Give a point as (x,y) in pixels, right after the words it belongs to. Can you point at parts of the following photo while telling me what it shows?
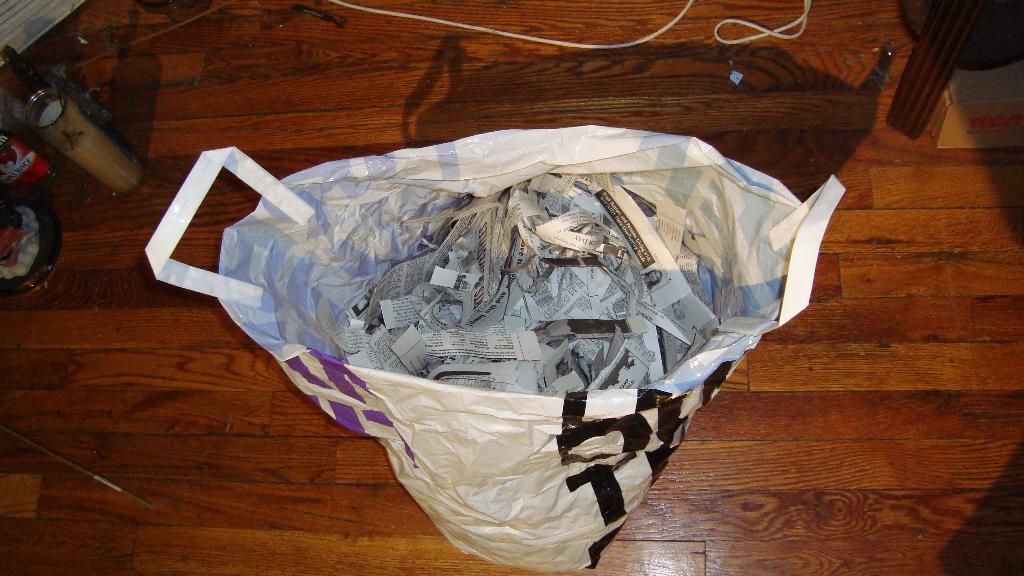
In this image we can see a plastic bag (709,392) in which some papers (534,345) are there. On the top of the image (634,39) we can see a wire (661,29).
